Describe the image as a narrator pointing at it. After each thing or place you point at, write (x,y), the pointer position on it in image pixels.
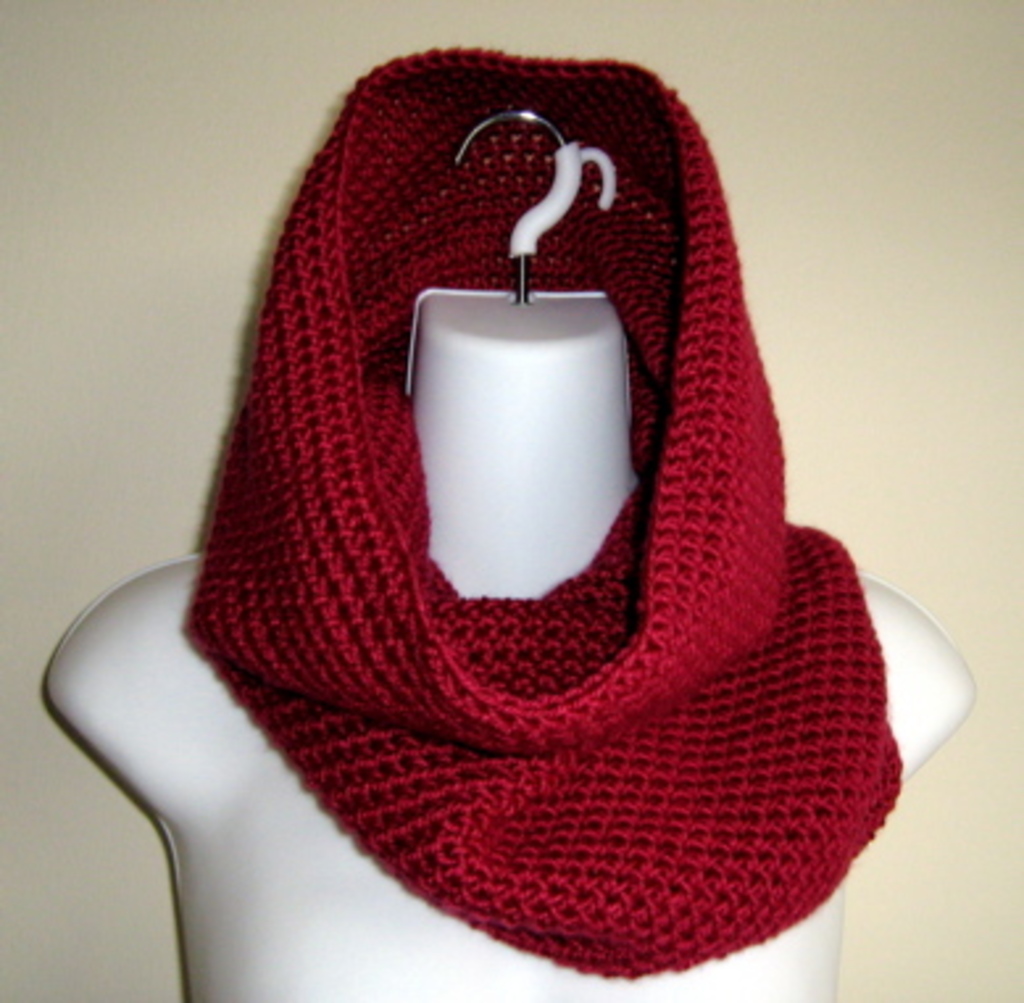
In this picture there is a red color stole (650,273) on the dummy (393,989). At the back (190,340) there's a wall (203,286).
